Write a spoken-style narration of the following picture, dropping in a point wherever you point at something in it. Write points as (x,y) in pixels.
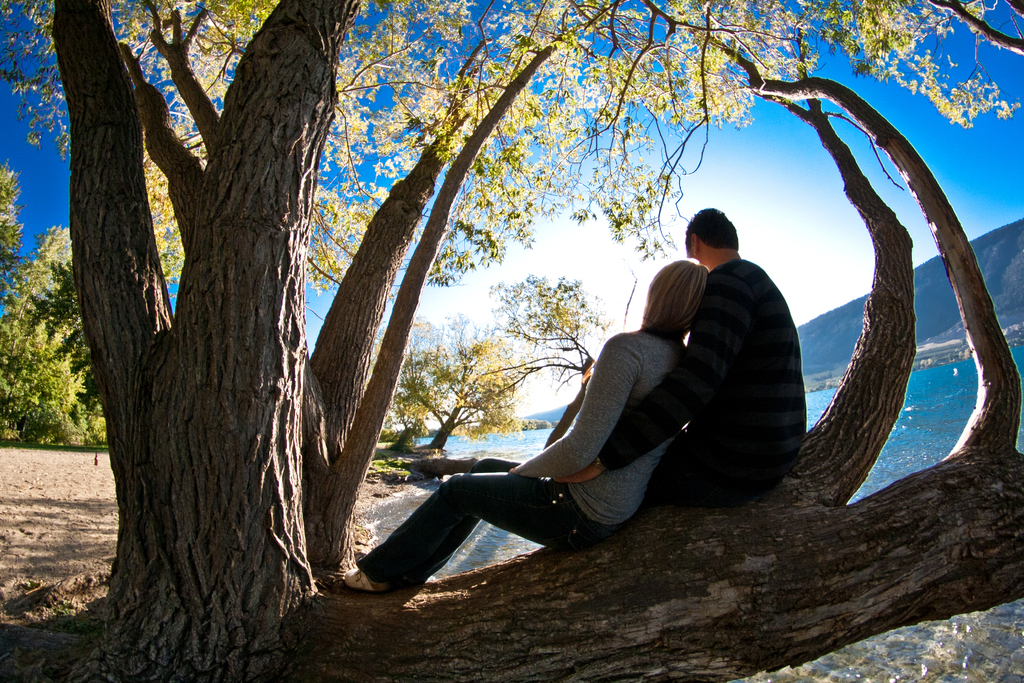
In this image I can see 2 people (658,435) sitting on a tree branch (391,609). There are trees (8,349) at the back (8,349) and there is water (934,420) and mountains (1009,299) on the right (935,401). There is sky (699,169) at the top (699,169).
